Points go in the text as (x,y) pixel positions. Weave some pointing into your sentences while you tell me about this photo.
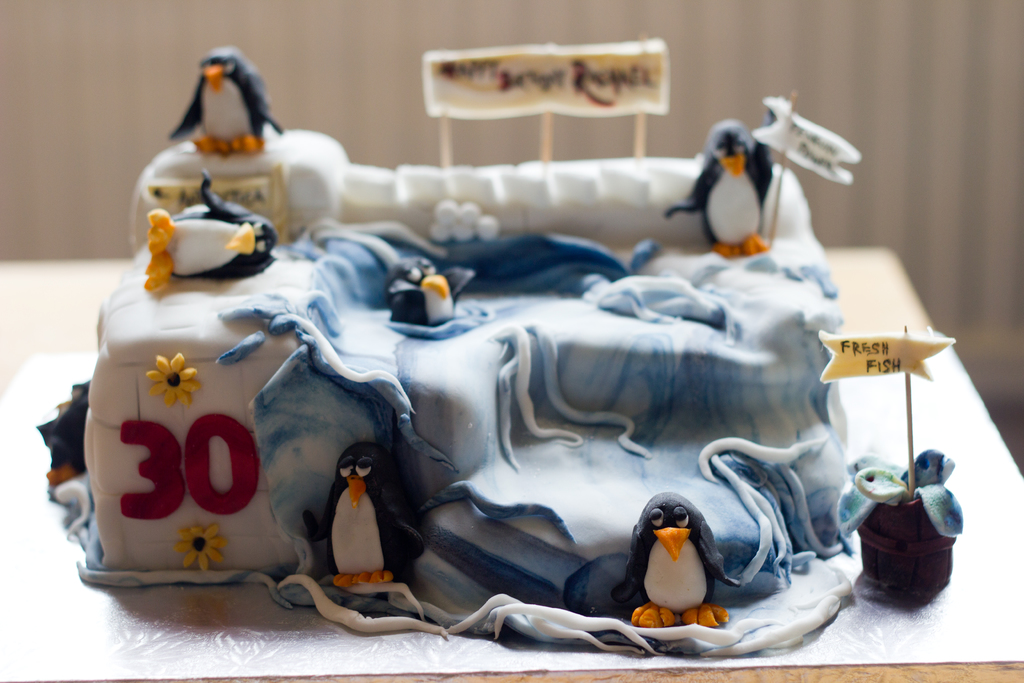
This image consist of birthday cake (293,325) which is in the center (356,376) with some text (233,197) written on it and there are penguins model (697,548) on the cake (539,316).
